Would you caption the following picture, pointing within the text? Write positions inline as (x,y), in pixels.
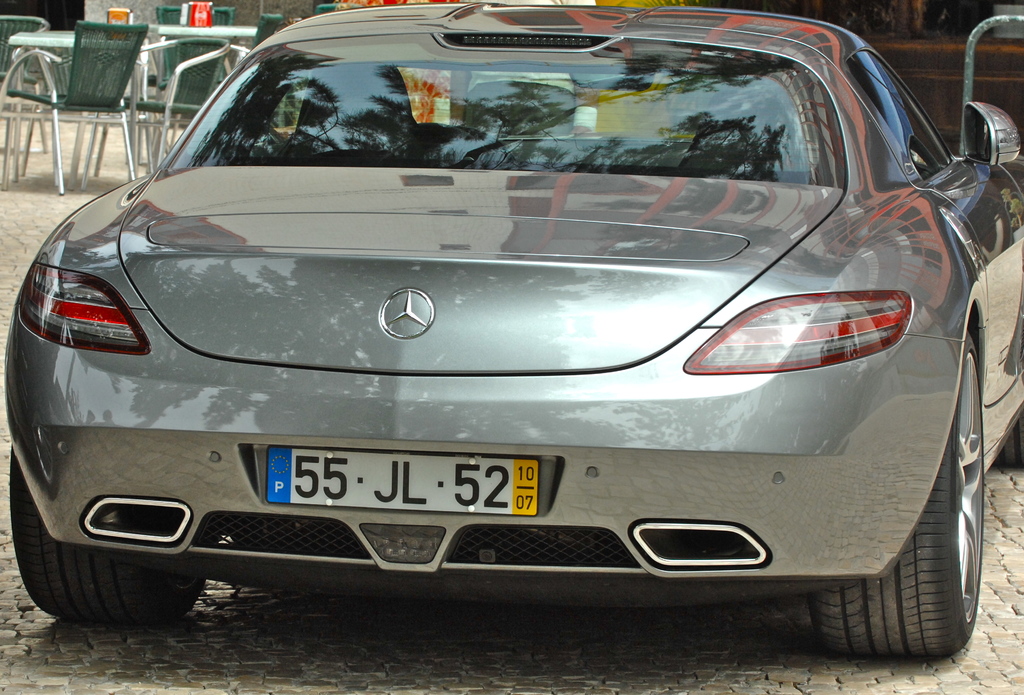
In this picture we can see a car (944,229) on the ground (160,649). In the background (110,29) we can see tables (190,36), chairs (258,35) and some objects (907,48).
